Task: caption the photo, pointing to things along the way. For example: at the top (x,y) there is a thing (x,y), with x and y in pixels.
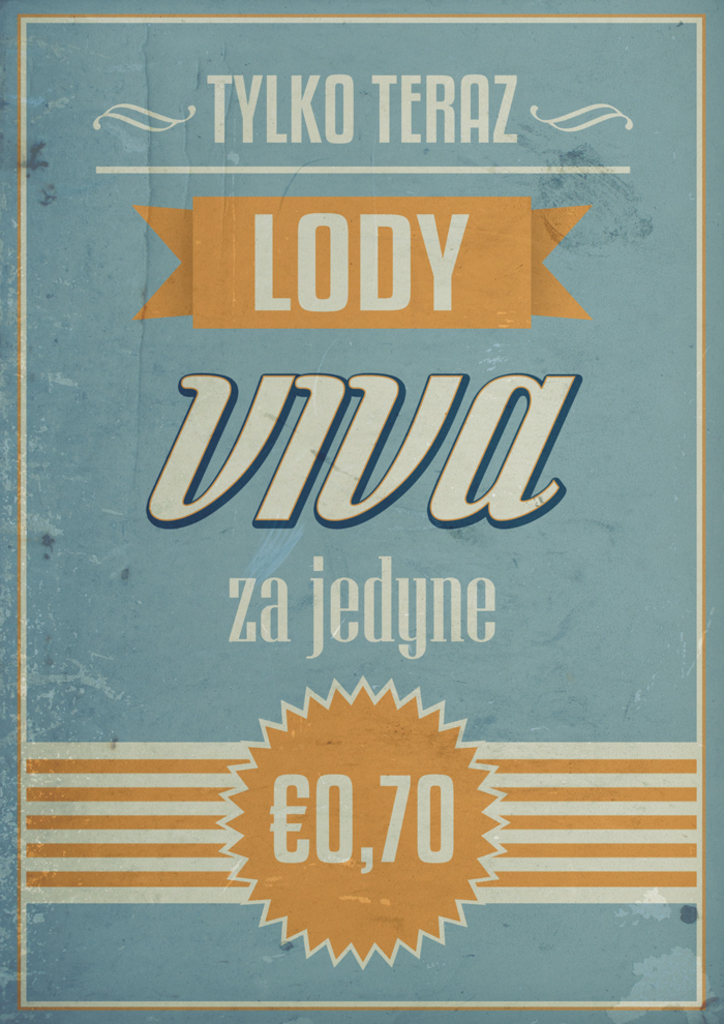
There is a text (538,470) presenting in this picture.
